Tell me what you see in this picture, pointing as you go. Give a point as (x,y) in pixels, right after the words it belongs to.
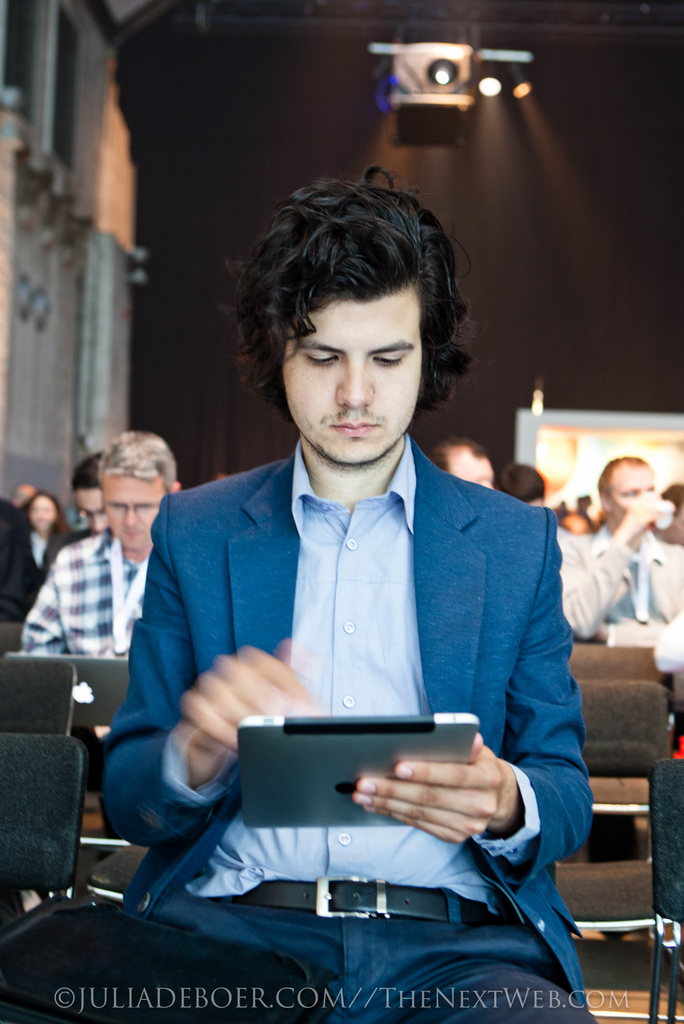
There is one man (360,659) sitting and holding a tab (345,773) as we can see at the bottom of this image (453,754). We can see people (139,554) sitting on the chairs (610,703) is in the background (93,503). There is a wall (553,231) and a projector (460,68) present at the top of this image (428,96).
